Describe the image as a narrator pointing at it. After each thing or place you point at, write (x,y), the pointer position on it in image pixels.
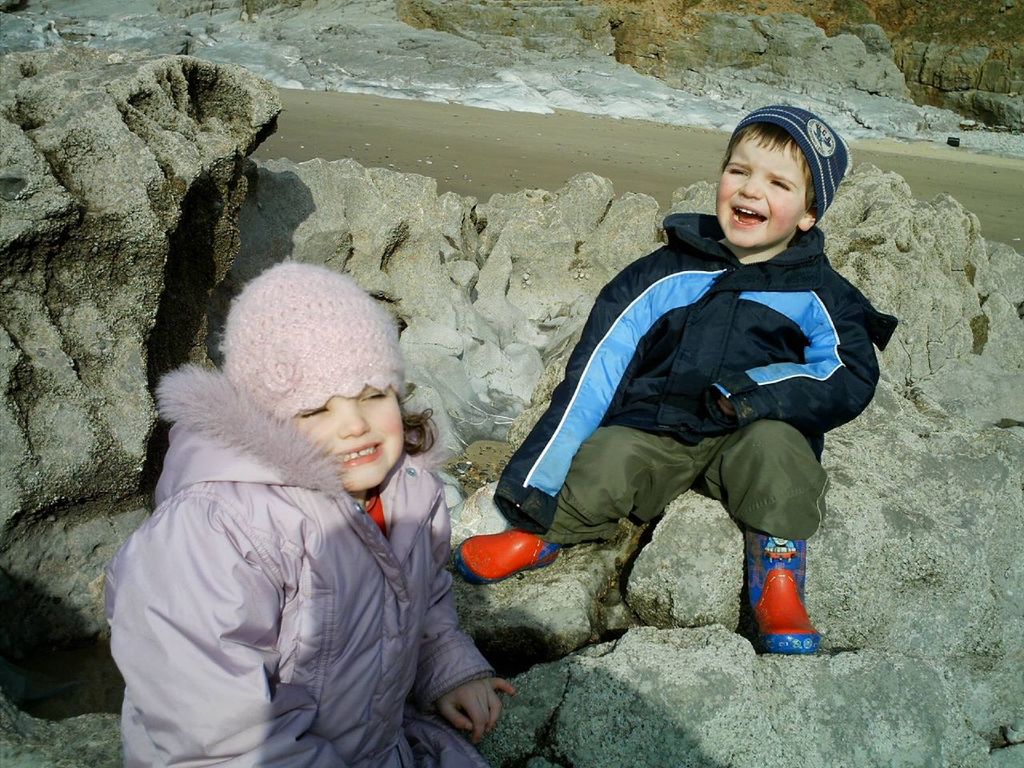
In this image we can see a boy (731,345) and a girl (437,508) wearing jackets (602,415) and sitting on the rocks (725,625). In the background (567,124) we can see soil (608,152) and also water (492,78).
